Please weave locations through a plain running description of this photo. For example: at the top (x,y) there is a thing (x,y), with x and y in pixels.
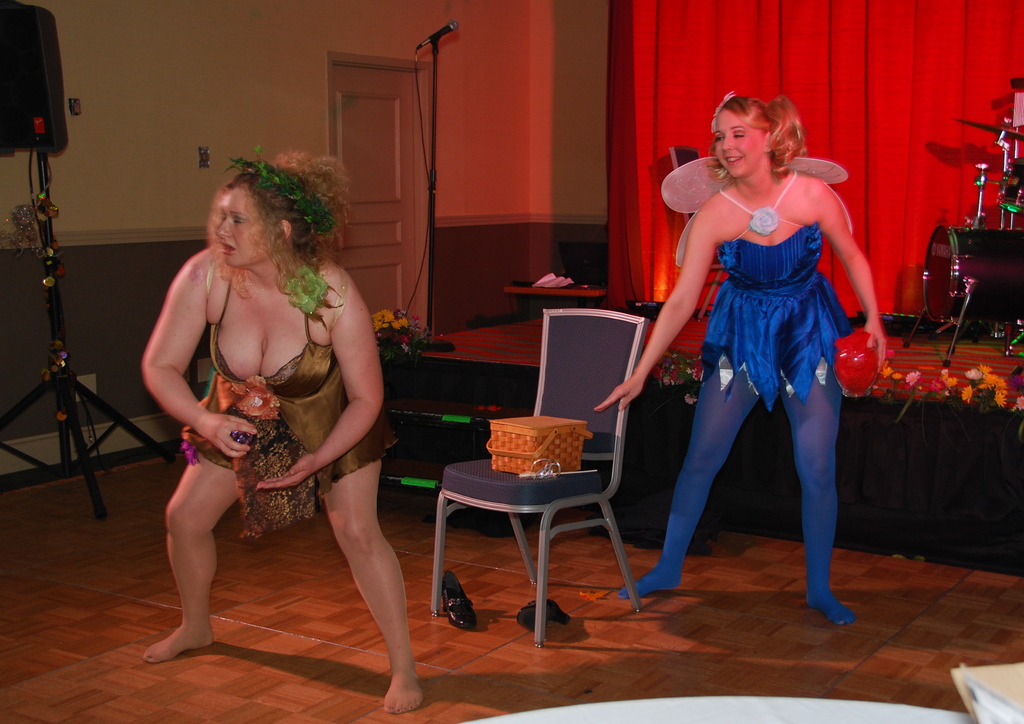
In this picture we can observe two women (708,455) on the floor (263,610). One of them is wearing brown color dress (299,427) and the other is wearing blue color dress (784,303). There is a chair (641,344) on which a basket (542,450) is placed. In the background (912,110) we can observe red color curtain (877,101) and drums (964,267) placed on the stage (510,333). On the left side (34,54) there is a speaker (29,95). We can observe a door (352,219) and a wall (181,56).
